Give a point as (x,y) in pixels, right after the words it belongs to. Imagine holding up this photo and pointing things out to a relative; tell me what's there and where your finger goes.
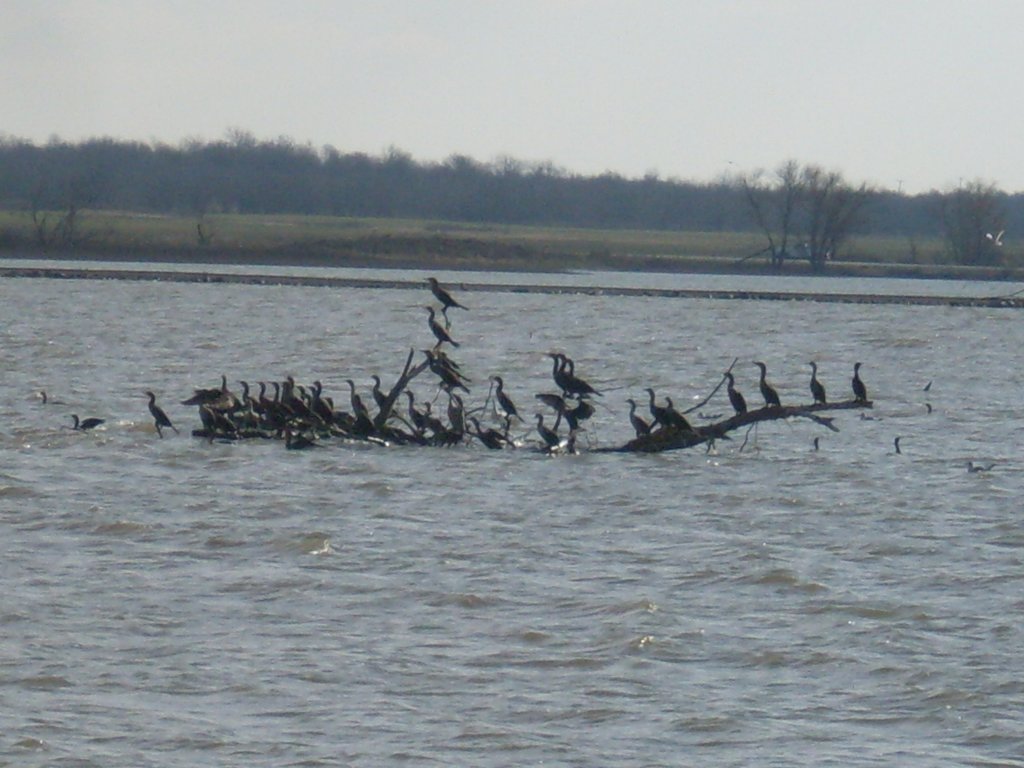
In the image there are many birds (209,403) standing on a plant (305,431) in the middle of a lake (395,293) and in the background (415,236) there are trees (574,219) on land (582,231) and above its sky (507,89).
